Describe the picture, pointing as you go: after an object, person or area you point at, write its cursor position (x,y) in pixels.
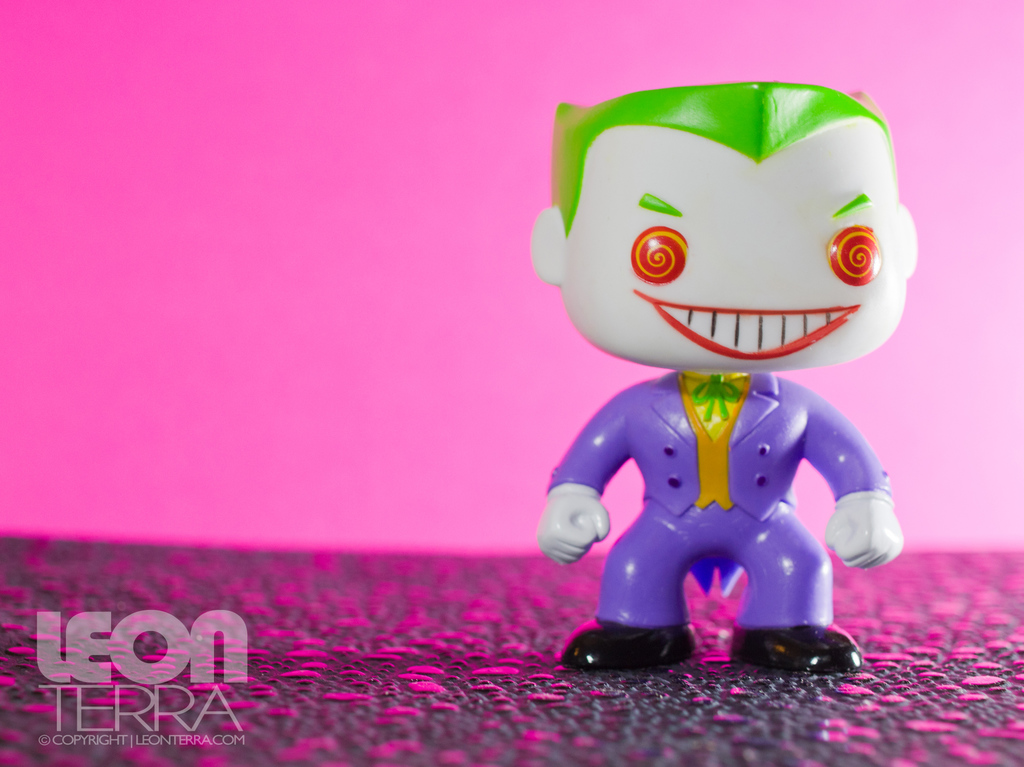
In this image I can see a toy (788,418), in the background (444,422) I can see pink color.
